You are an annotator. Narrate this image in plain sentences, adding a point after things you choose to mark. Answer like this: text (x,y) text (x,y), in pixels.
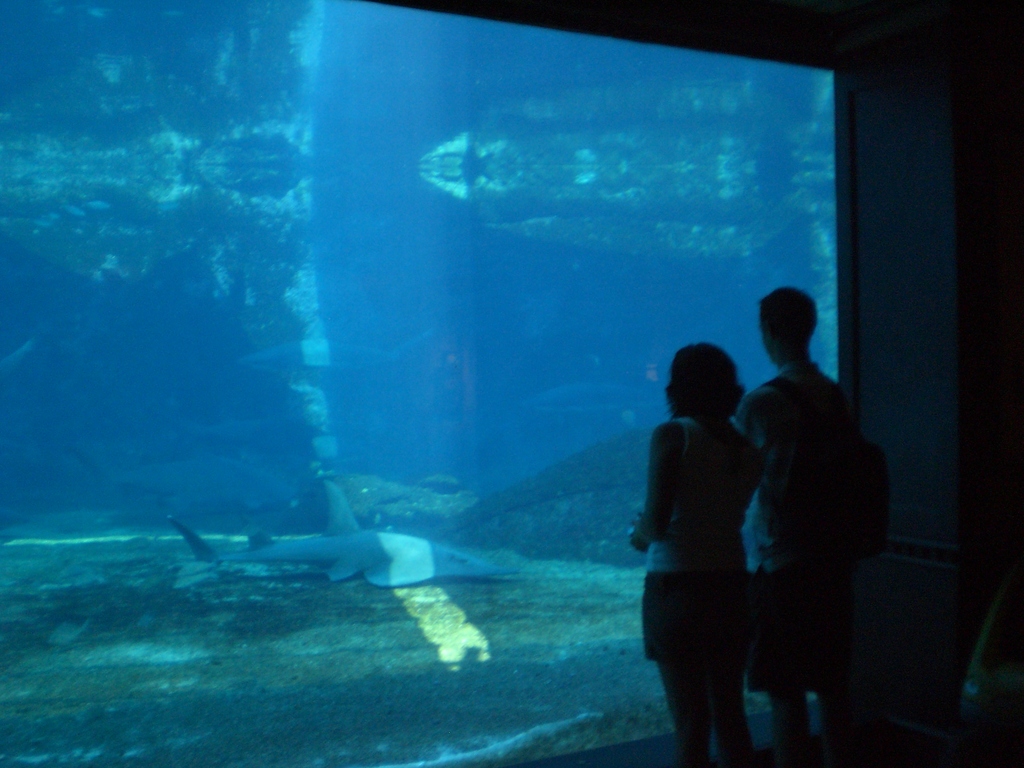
In this image I can see two persons (664,434) standing, in front I can see an aquarium (362,338). In the aquarium (165,582) I can see a fish (334,519).
